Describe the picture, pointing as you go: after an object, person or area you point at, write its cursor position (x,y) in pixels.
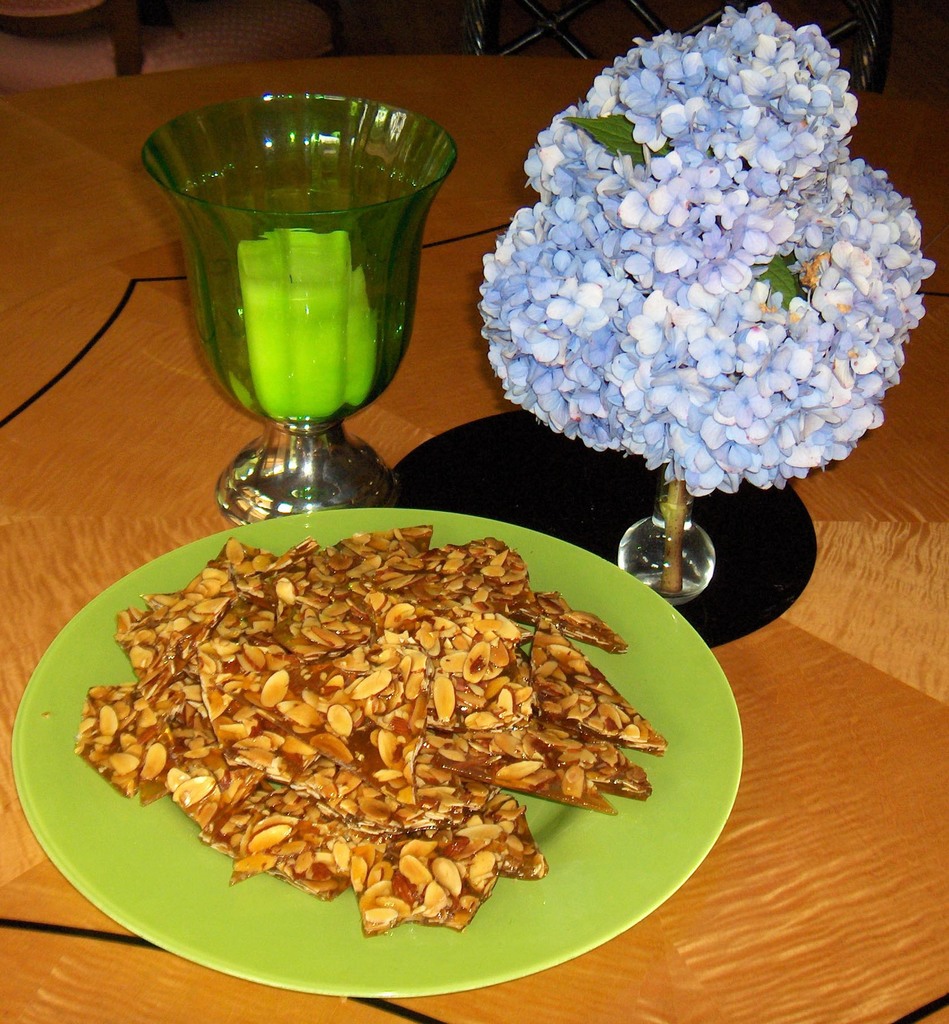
In this image I can see a glass (354,273) contain a candle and I can see a plate (677,742), on the plate (667,776) I can see nut brittle (307,655) and I can see a flower bou quet (755,347) on the table (770,690).
